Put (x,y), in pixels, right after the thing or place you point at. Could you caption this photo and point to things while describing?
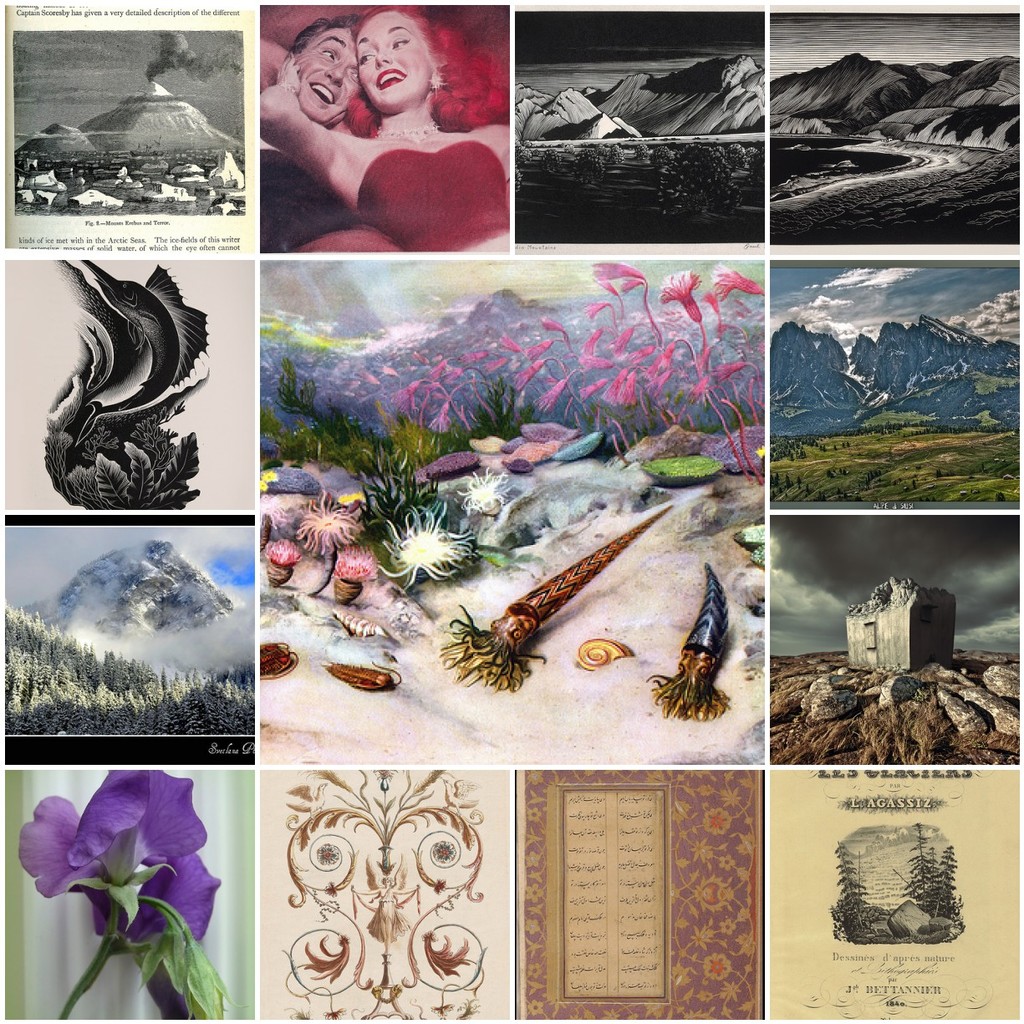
In this image we can see the collage picture. And there are few images (688,448) like persons (430,177), mountains (872,107), trees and flowers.
